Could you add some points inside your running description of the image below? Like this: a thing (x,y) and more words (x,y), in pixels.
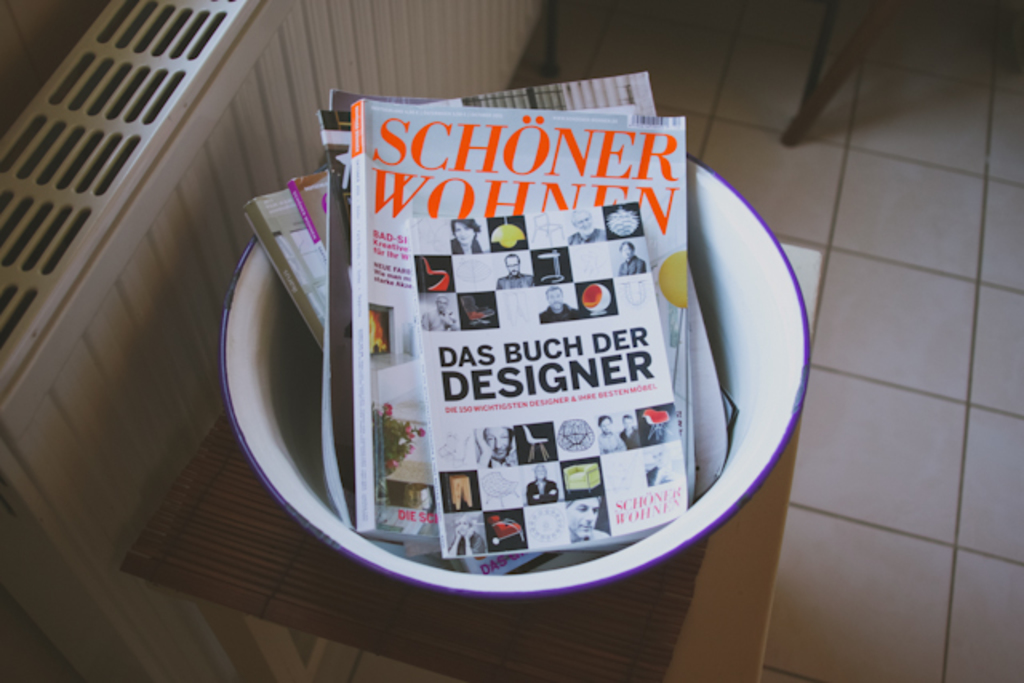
There are few books (431,366) in a bowl (538,584) on a stool (471,626) on the floor (908,379). On the left (180,95) there is an object (226,120).
